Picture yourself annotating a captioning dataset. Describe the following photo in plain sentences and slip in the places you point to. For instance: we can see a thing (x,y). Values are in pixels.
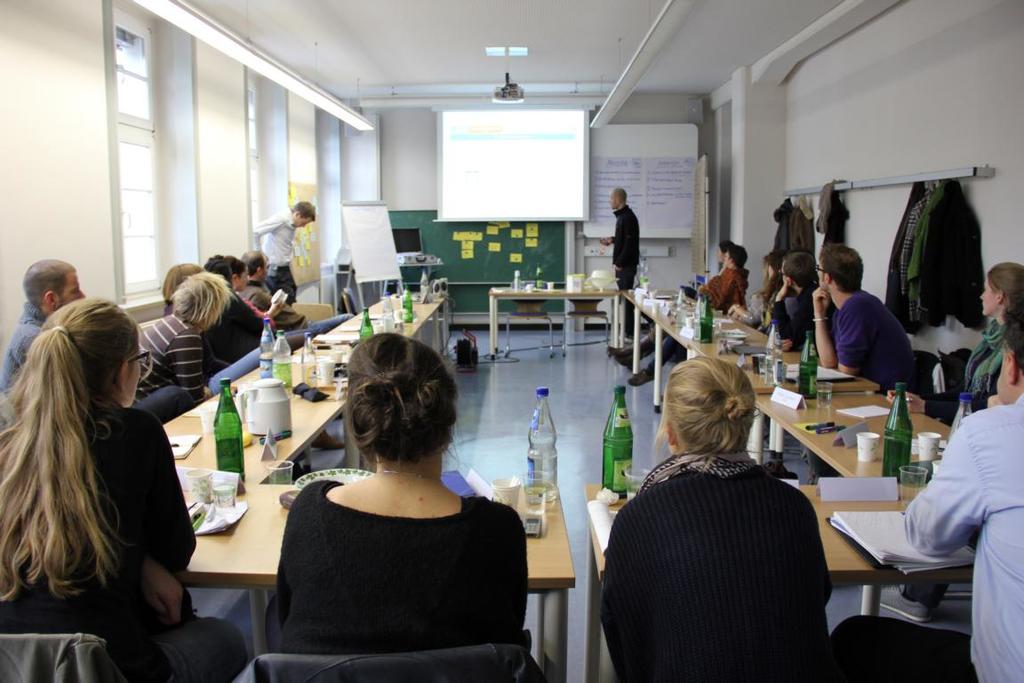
This image is taken indoors. At the top of the image (431,51) there is a ceiling (508,64). In the background (733,105) there is a wall (749,220). There are two boards (594,217) with text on them and there is a projector screen (490,168). There is another board (365,249). There is a table (614,298) with a few things (571,285) on it and a man (622,268) is standing on the floor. On the left side of the image (197,161) there is a wall (167,222) with a few windows (135,235). A few people (204,366) are sitting on the chairs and a man (289,221) is standing on the floor (588,454). On the right side of the image (931,131) there is a wall (887,199) with hangers (878,182). A few people (794,300) are sitting on the chairs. In the middle of the image (361,436) there are two tables (900,493) with many things (708,318) on them and two women (652,616) are sitting on the chairs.
